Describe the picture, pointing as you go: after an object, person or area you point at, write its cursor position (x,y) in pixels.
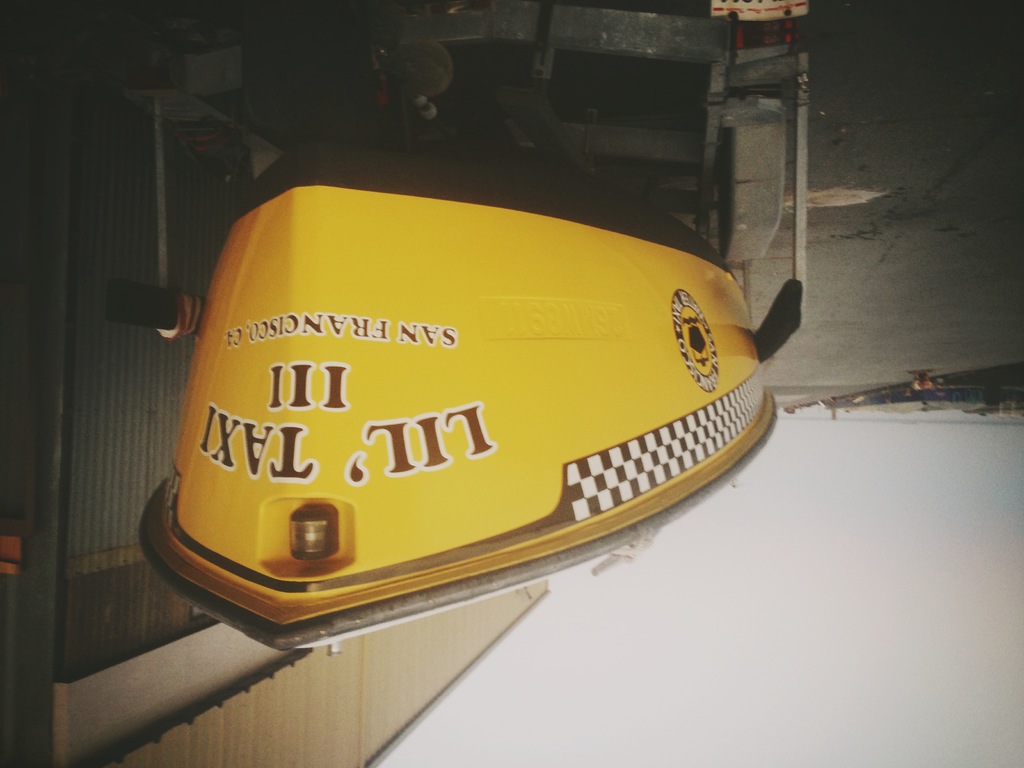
In this image we can see a boat (336,347) with a text (300,362). And the boat (364,388) is on an object (544,81). On the left side (102,420) there is a wall (59,464). Also there is a fencing (262,692). At the bottom (483,689) we can see sky (887,516). And this is an inverted image.
